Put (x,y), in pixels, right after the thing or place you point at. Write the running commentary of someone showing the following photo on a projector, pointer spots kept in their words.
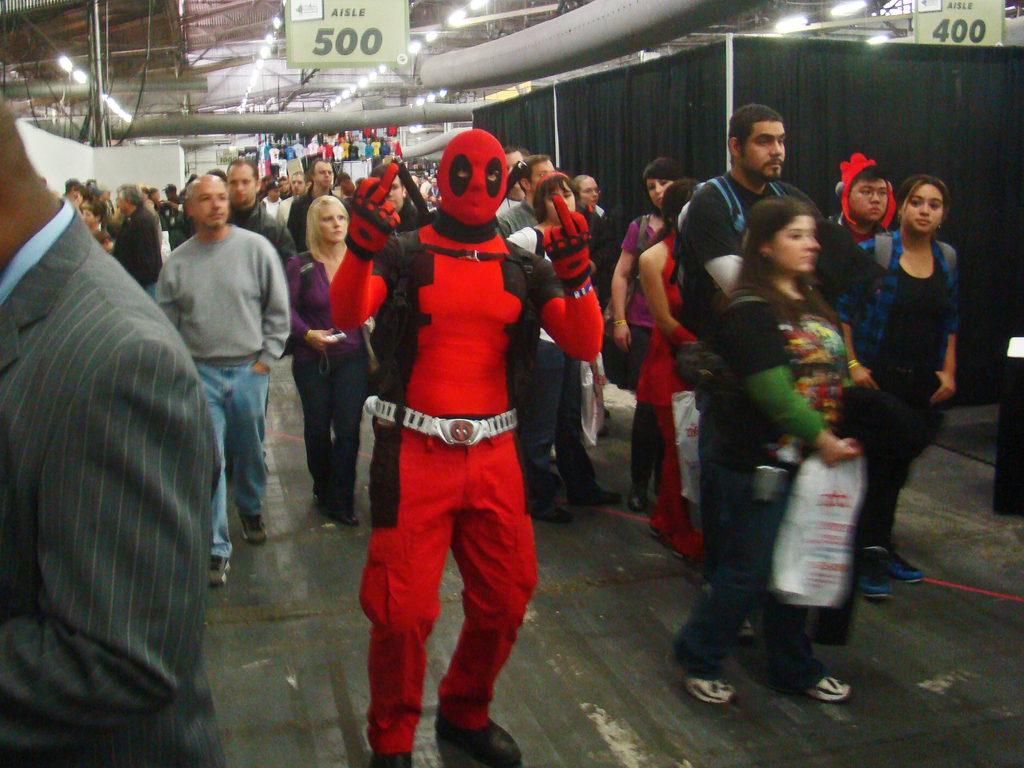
This picture consists of there are crowd of people (147,255) visible on the floor (232,566), one person (431,551) wearing a mask (504,153), and at the top (640,16) there are some pipes (622,16), names plates (969,14) visible there are some lights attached to the roof (50,60), in the top right (872,97) there is a black color curtain (693,88).
